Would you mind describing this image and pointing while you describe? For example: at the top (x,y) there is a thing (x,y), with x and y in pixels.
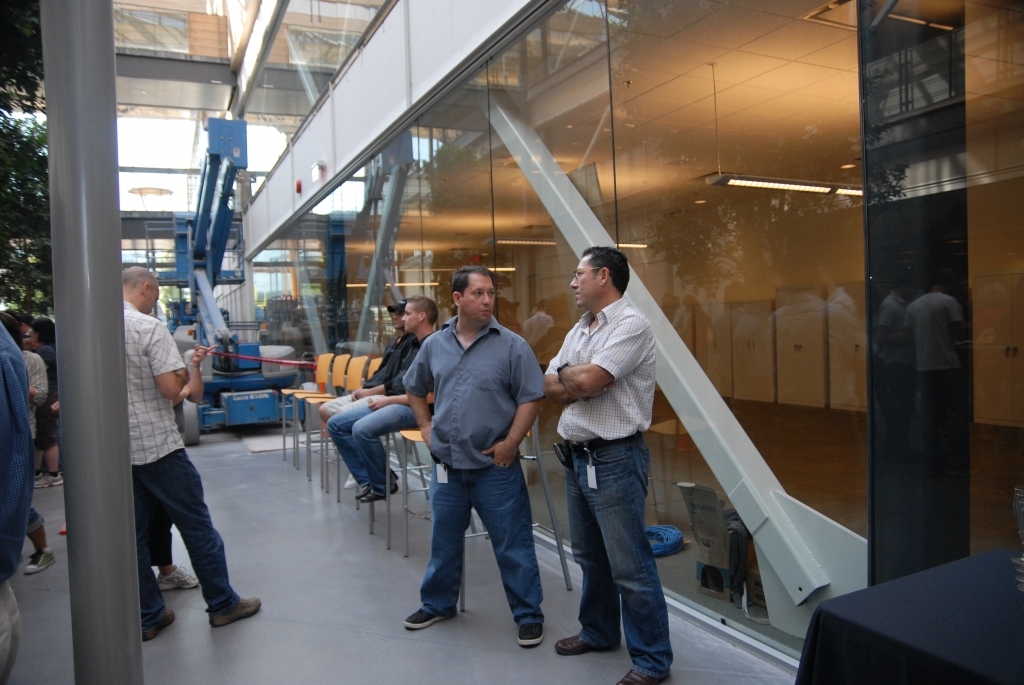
In the image we can see there are people (477,402) standing and there are two men (374,419) sitting on the chairs (362,378) and behind there is a building (296,236).
